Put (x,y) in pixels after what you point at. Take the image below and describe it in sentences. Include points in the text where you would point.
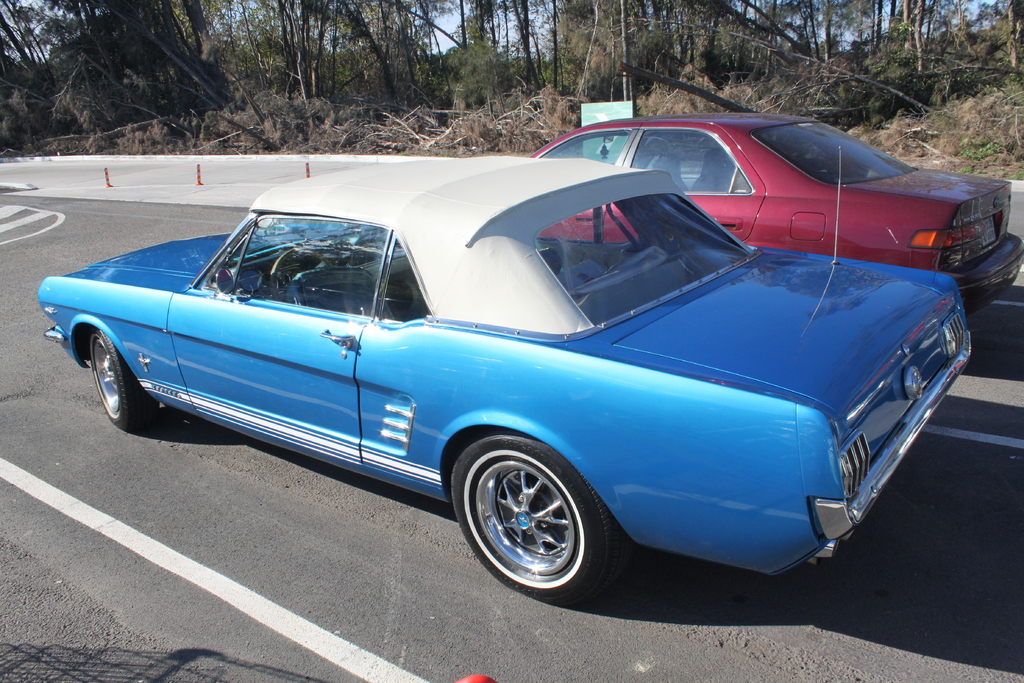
In this picture we can see two cars (694,427) on the road (103,237), poles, trees (601,66) and some objects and in the background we can see the sky (519,37).
